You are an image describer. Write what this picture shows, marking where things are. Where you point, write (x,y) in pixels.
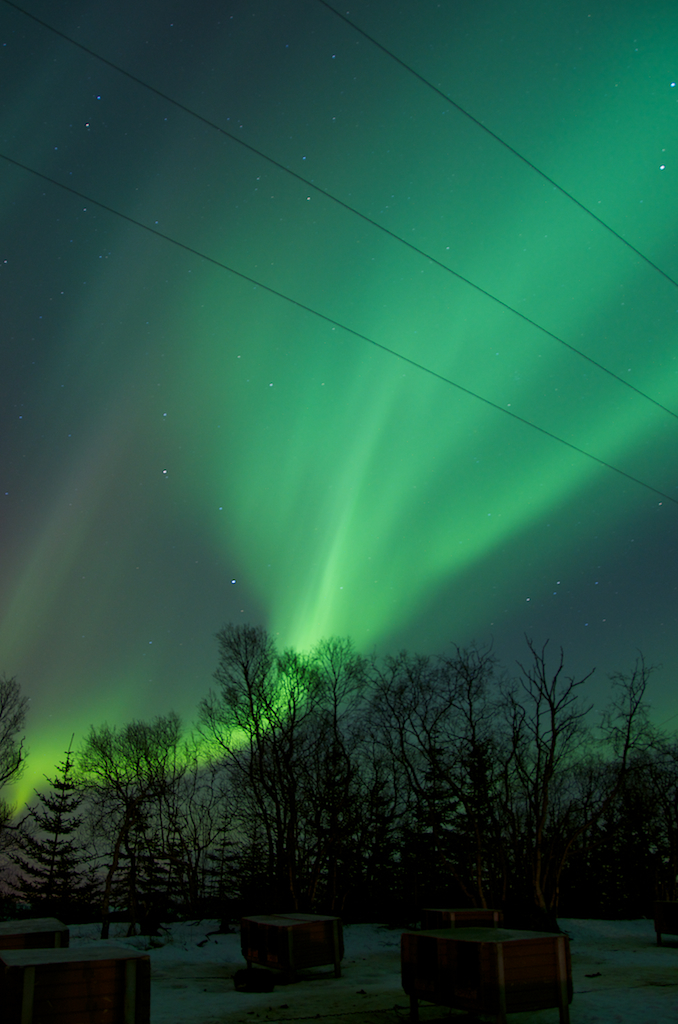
In this picture there are objects (423,933) in the bottom (274,962). At the back (33,890) there are trees (99,793). At the top (139,263) there is sky (199,141) and there are wires (264,156) and stars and there is a green light (488,436).
